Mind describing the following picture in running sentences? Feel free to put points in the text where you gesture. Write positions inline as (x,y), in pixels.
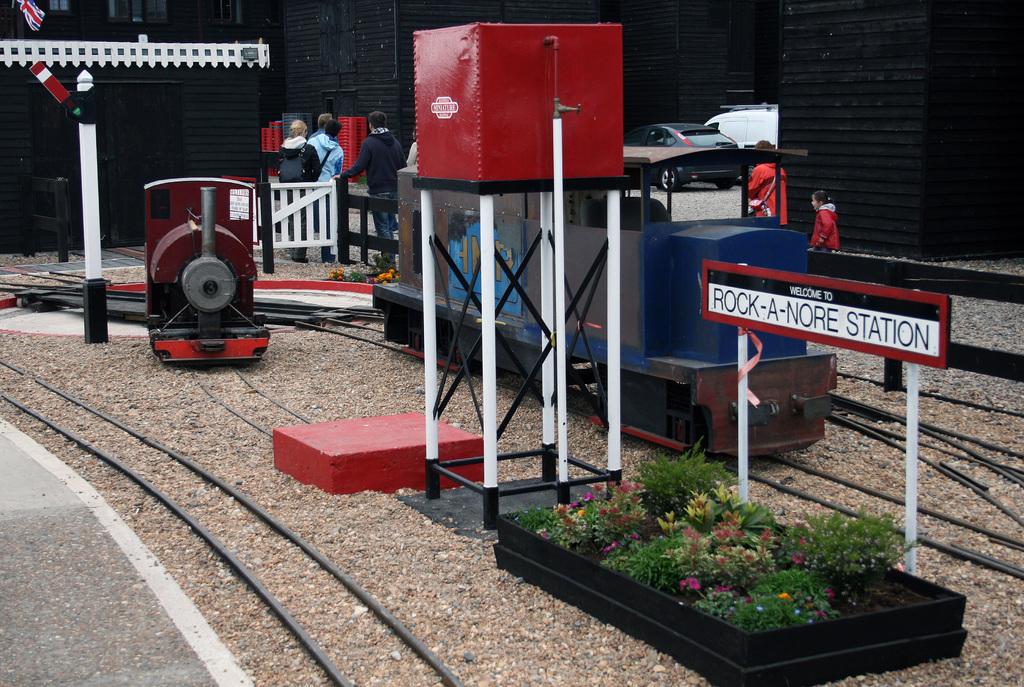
In this image we can see some toy trains (504,311) placed on the tracks (266,600), a tank (591,106) placed on stands (484,410), group of plants (682,520), sign board (843,321) with some text (886,317). On the left side of the image (96,265) we can see a pole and a flag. In the center of the image (397,245) we can see group of people (310,173) standing, a fence (377,243), gate (288,184), some containers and vehicles (750,119) placed on the ground (680,212). At the top of the image (355,14) we can see some buildings (129,10) with windows (142,12) and a lamp (252,50).
